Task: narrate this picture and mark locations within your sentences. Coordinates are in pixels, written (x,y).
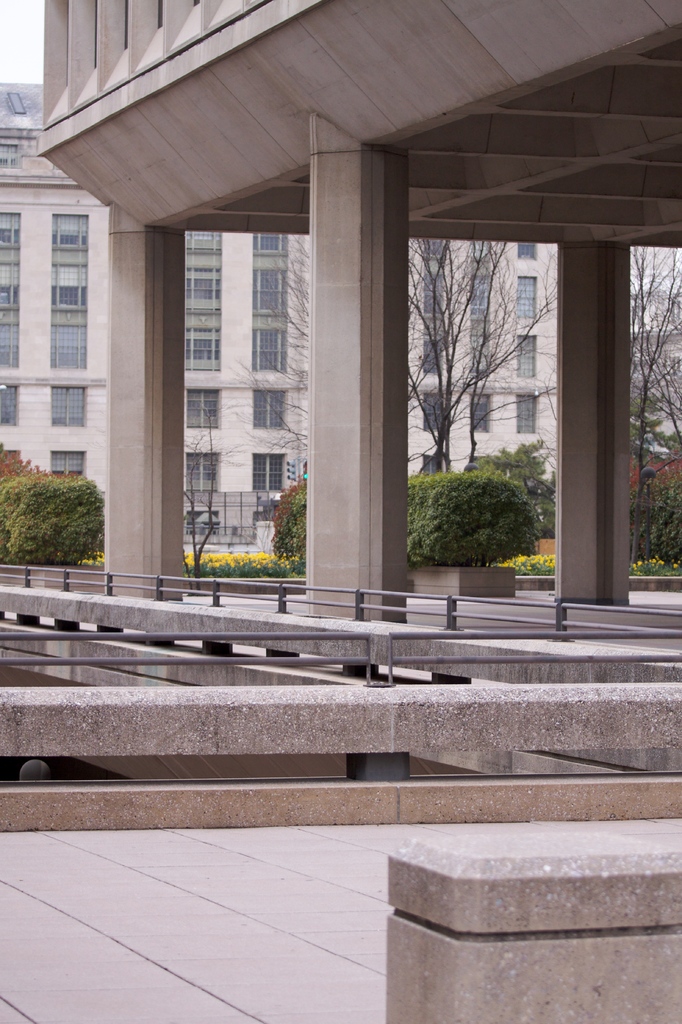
This picture is clicked outside. In the foreground (207,895) we can see the ground (15,857) and the metal rods (250,634) and guardrail (564,610). In the center (331,466) we can see a building (260,173) and pillars (331,424) and roof (472,132) of the building (144,49) and we can see the plants (99,518), trees (668,308) and another building (64,242). In the background (22,11) there is a sky (12,60) and some other objects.
